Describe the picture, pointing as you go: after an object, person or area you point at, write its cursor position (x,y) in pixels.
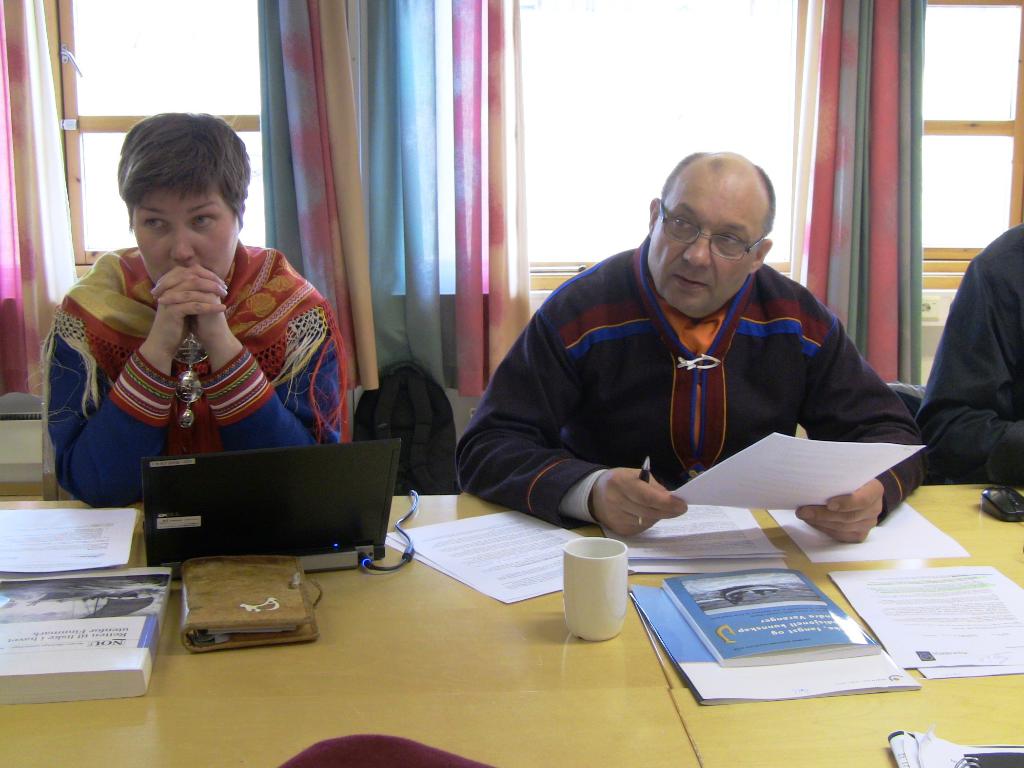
As we can see in the image there are windows (94,66), curtains (431,266), few people (995,332) sitting on chairs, bag (412,413) and a table (439,587). On table (158,740) there are papers (752,560), book (787,653), glass (578,610), laptop (358,501) and a wallet (246,602).
